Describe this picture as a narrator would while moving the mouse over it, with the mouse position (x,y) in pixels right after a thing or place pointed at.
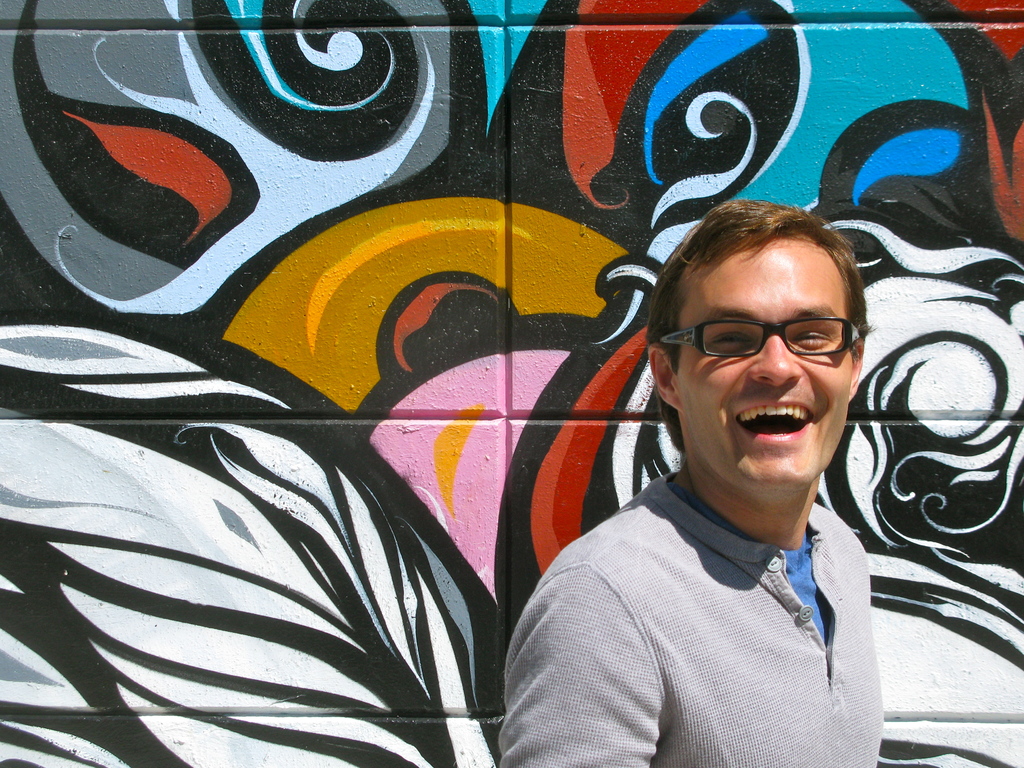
In this image I can see a person (735,609) and paintings (412,572) on a wall (540,351). This image is taken may be in a day.
